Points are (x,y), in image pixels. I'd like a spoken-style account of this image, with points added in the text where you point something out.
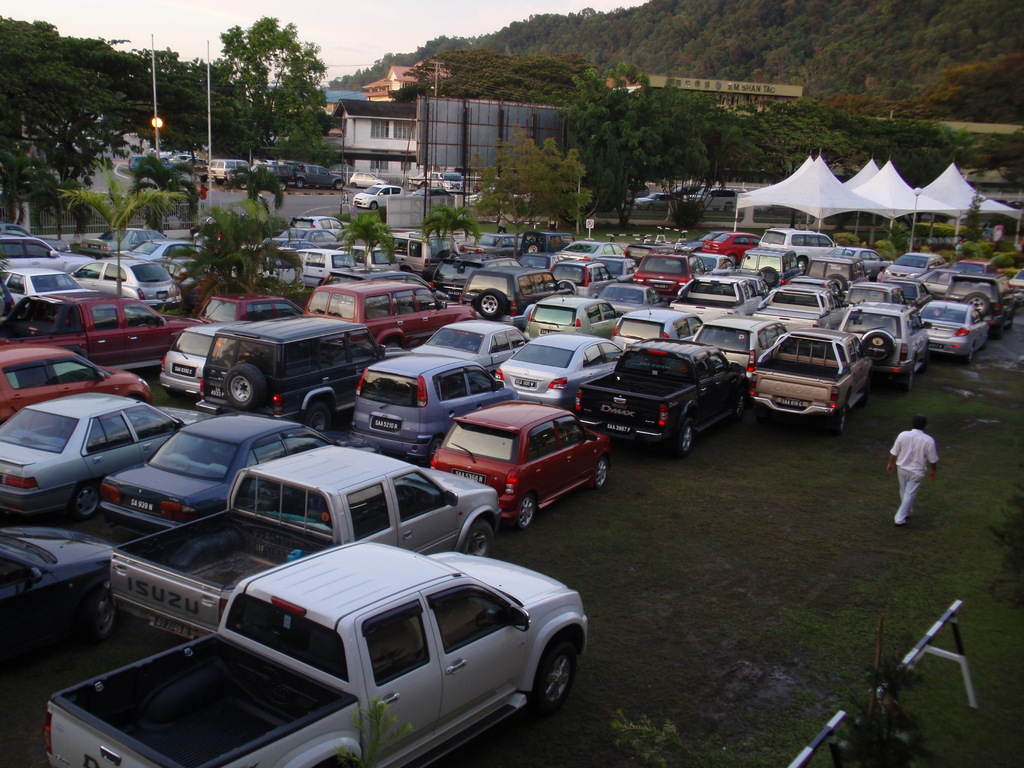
This is the picture of a place where we have some cars (395,391) parked and to the side there are some tents (826,216) which are in white color and also we can see some mountains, trees (567,75), plants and some poles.
